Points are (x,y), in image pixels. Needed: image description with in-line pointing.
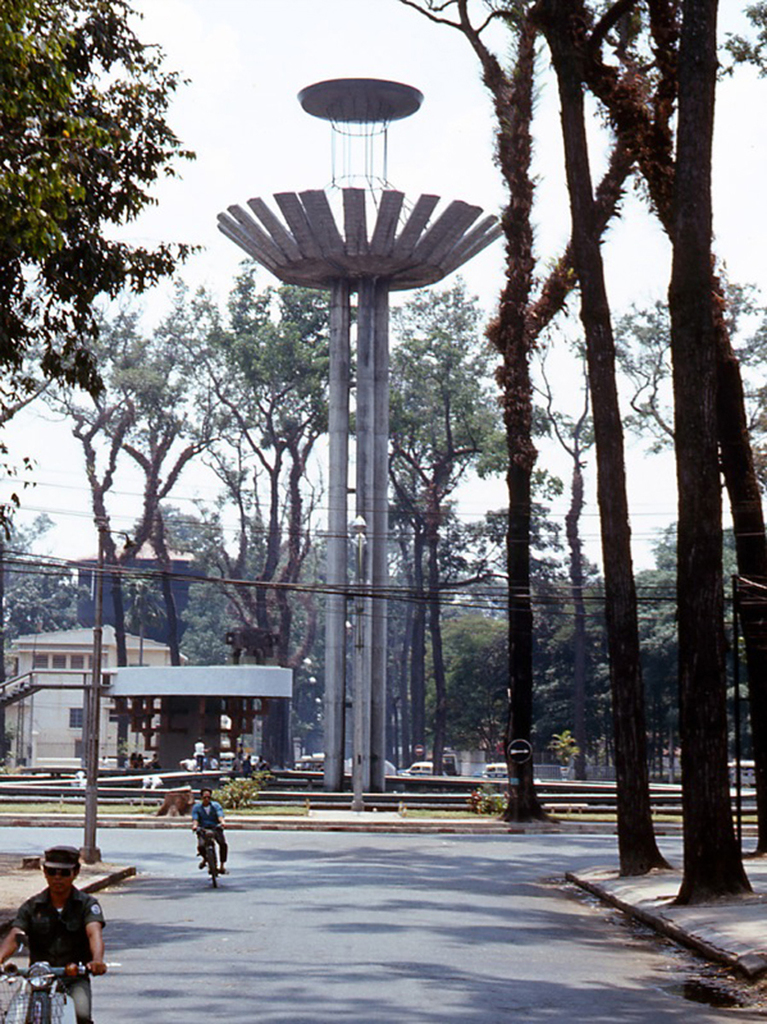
In this image I can see a road (237,924) in the centre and on it I can see two persons (86,937) are sitting on their vehicles (25,1014). On the both sides of the road (506,838) I can see number of trees (763,709), few poles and on the top side of the image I can see number of wires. In the background (495,623) I can see number of trees (423,519), few more poles (343,539), few buildings (161,739) and the sky (636,402).
